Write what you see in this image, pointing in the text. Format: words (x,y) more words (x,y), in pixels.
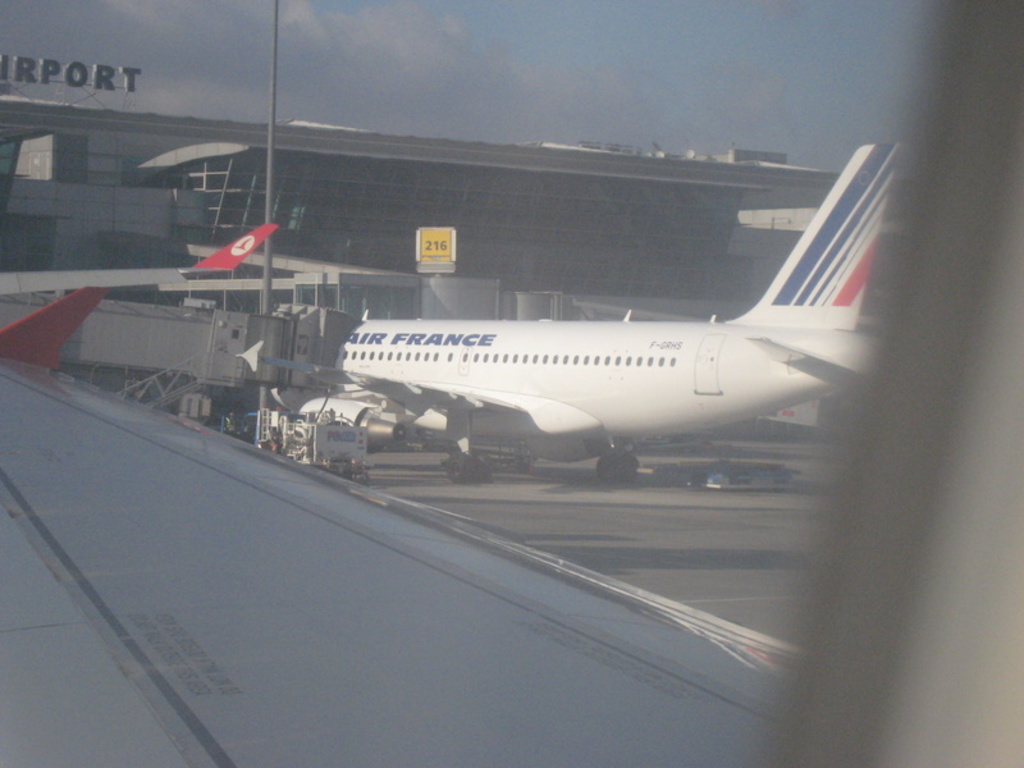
In this picture we can see airplanes (57,409) on the ground (784,539), building (183,258), pole (266,307) and in the background (280,51) we can see the sky (315,115) with clouds (467,48).
